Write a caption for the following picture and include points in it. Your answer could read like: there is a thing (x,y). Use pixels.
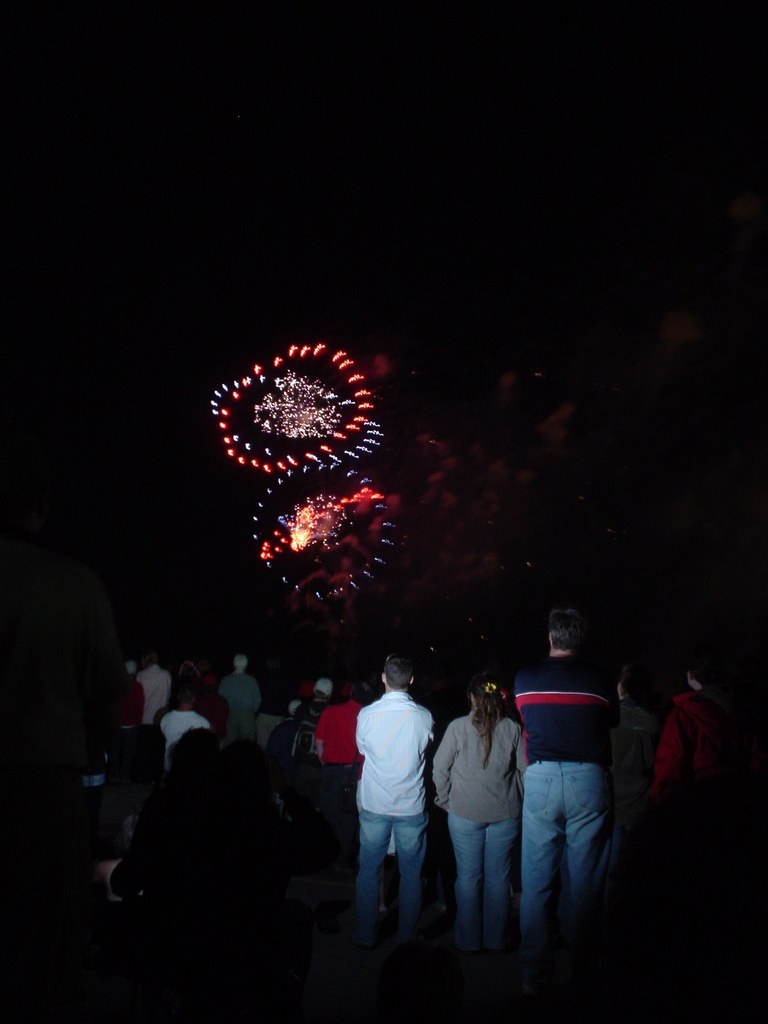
In this picture there are people (84,604). In the background of the image (208,207) it is dark and we can see sparkles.
